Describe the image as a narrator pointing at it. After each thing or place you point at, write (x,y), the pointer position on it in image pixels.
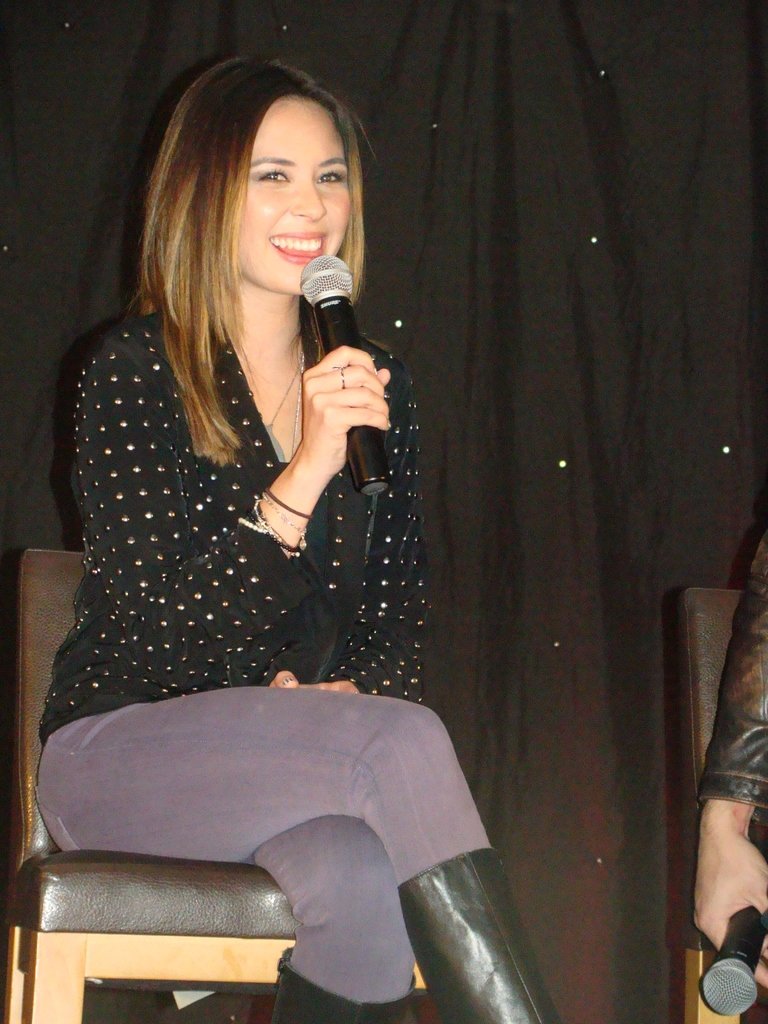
In this image there is a woman (250,404) sitting on the chair (114,898) and talking and she is holding microphone (365,475). At the back (568,514) there is a curtain (568,646) and at the right (761,588) there is a person (739,849) holding microphone (735,995).
